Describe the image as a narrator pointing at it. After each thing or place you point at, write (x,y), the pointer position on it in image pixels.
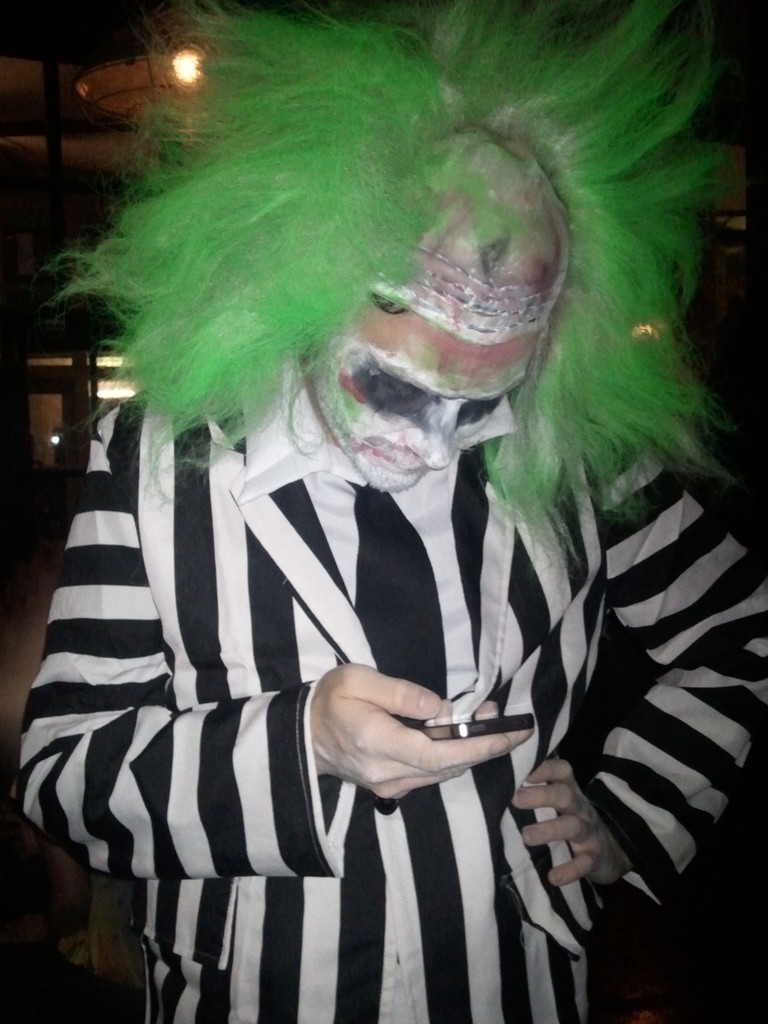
Here in this picture we can see a person (450,357) standing over a place (69,864) and we can see he is holding a mobile phone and seeing it and he is wearing a black and white colored coat (252,604) on him and wearing a clown makeup (413,400) and mask (465,317) on him.
